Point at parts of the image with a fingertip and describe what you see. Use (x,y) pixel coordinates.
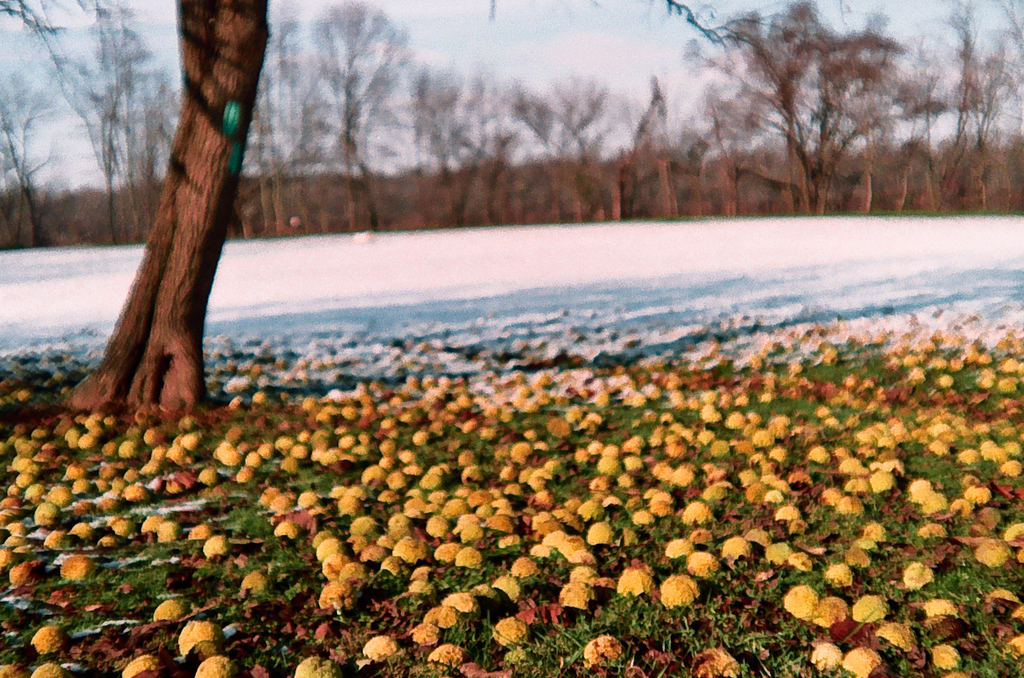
In the image I can see some fruits (396,544) on the ground (331,471) and also I can see snow (456,368) and some trees (351,169) and plants (36,625) around.
